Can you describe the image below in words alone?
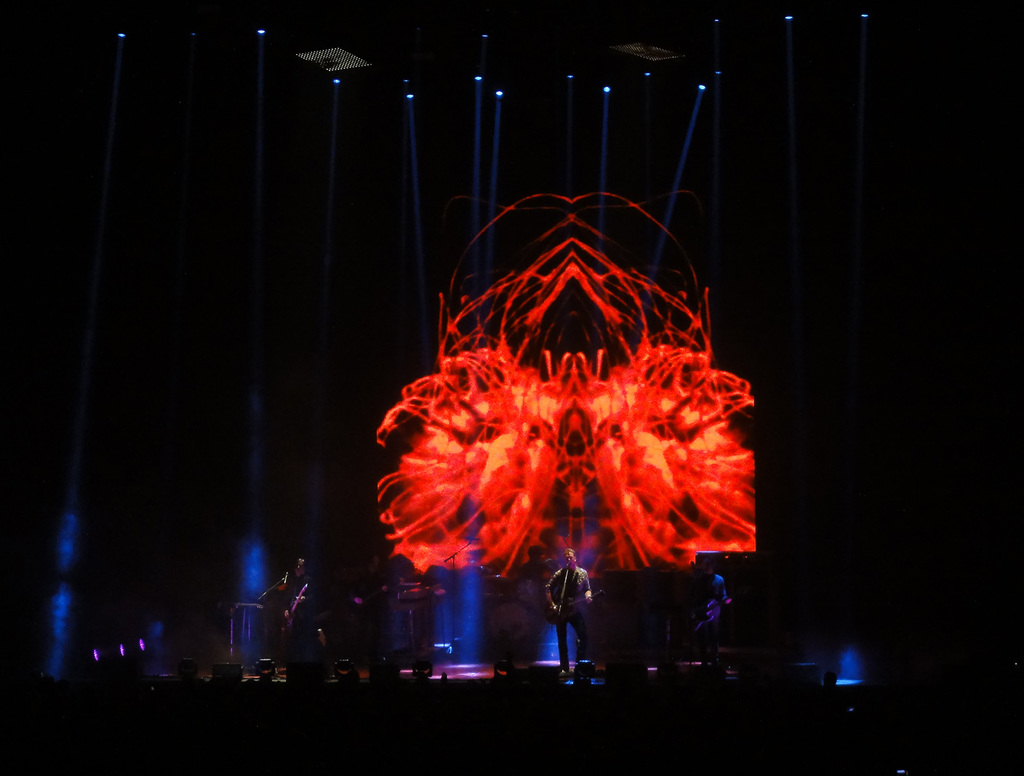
In this picture I can see few persons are playing the musical instruments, at the bottom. At the top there are lights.
